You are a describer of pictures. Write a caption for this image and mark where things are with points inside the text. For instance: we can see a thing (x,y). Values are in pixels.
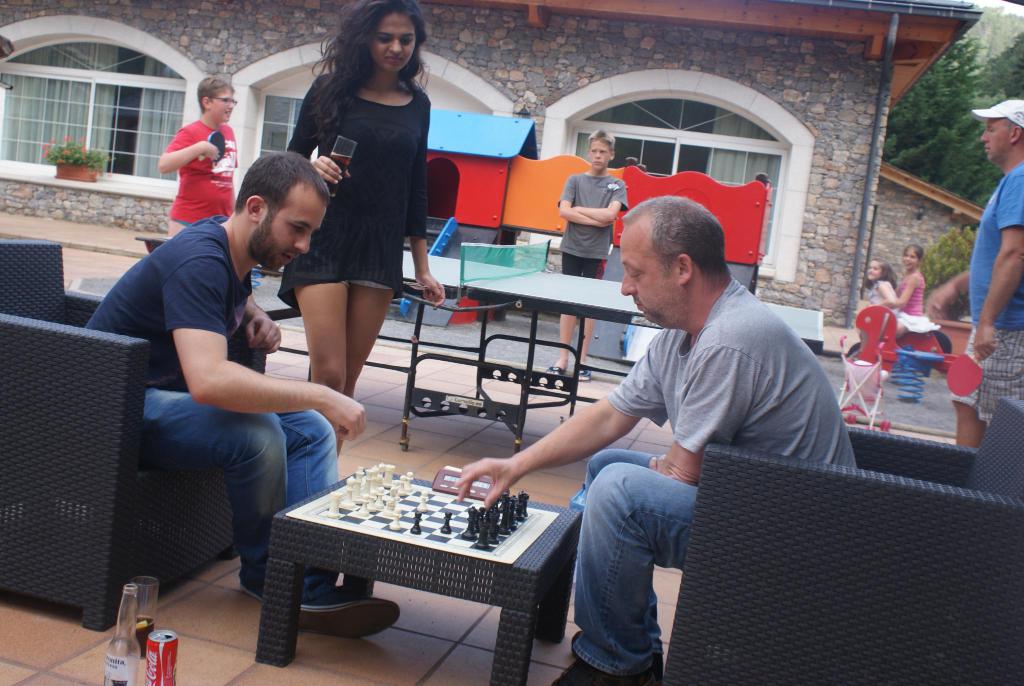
In the image in the center (648,415), we can see two persons (290,412) are sitting on the chair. Between them, we can see one table (368,546) and chess board (446,537). At the bottom of the image (104,666), we can see the bottles (111,684) and one can (157,636). In the background (730,58) there is a building (469,52), windows (35,151), curtains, trees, plants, tables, few people (909,294) is standing and a few other objects (92,176).
